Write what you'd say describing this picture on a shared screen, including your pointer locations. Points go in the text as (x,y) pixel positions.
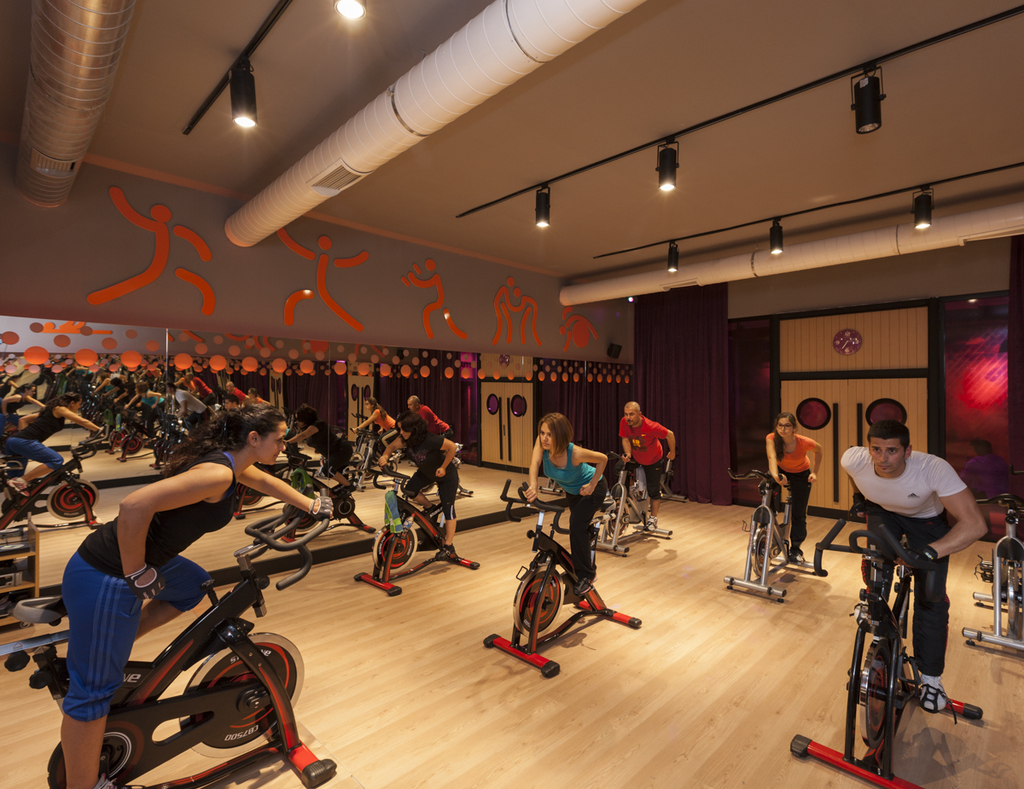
In this image it looks like it is a gym (684,524) in which there are few people (624,434) who are exercised by cycling. In the background (272,388) there is a mirror (318,383). At the top (351,13) there are lights (673,263) and pipes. On the right side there is a door (865,380).
